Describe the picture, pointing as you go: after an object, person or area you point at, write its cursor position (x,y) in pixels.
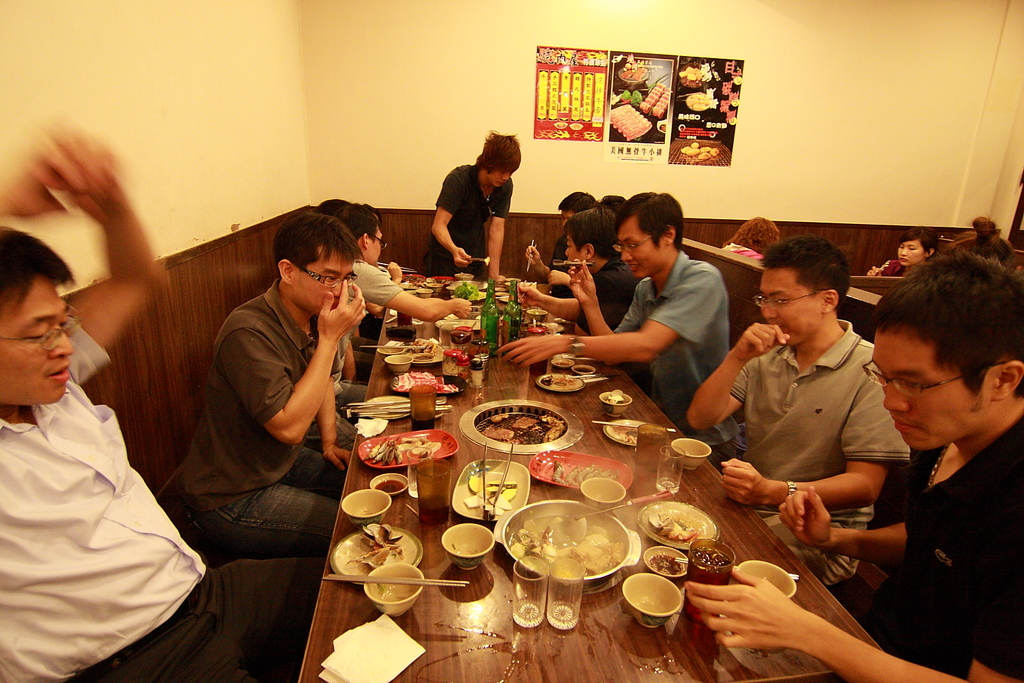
In this image i can see few people (88,543) sitting around the dining table (680,618) and a person (494,156) standing. On the table (391,327) i can observe many food items (424,383), and some chopsticks (405,406) and glasses (514,596), and bowls (466,563). On the background (377,142) i can see a wall (373,118) and some posters (601,112) attached to it.
